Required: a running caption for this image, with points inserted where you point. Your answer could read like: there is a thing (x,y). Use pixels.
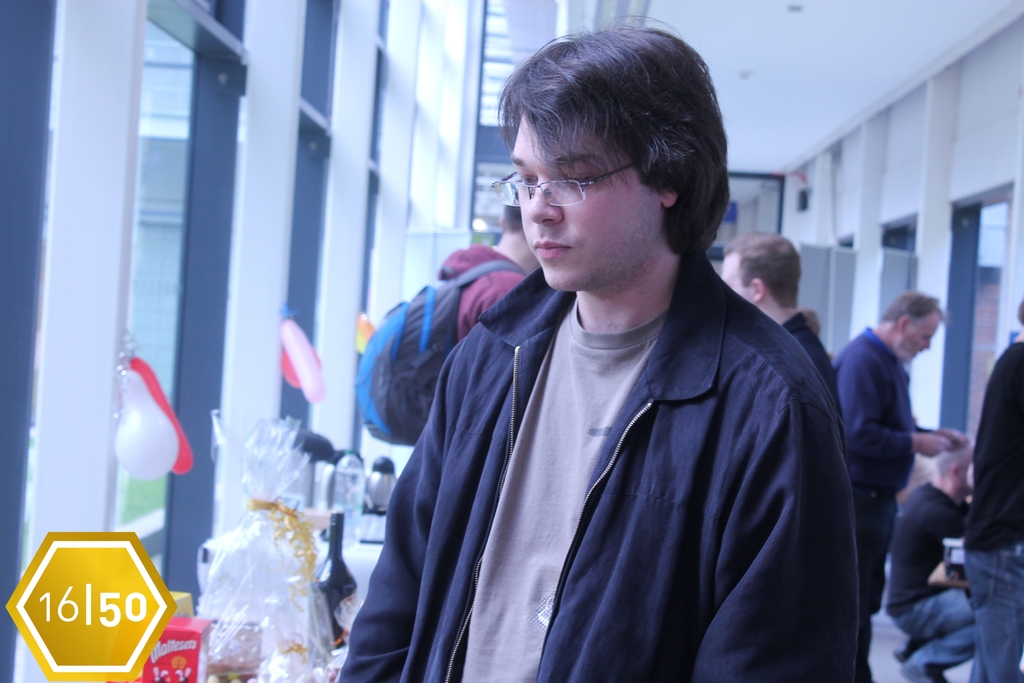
In this image it looks like pillars (57,205), there are balloons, bottles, glasses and objects (330,444) on the left corner (325,614). There are people (895,368), doors (964,199) and a wall (975,187) on the right corner (876,263). There is a person (700,83) wearing a black jacket (816,416) in the foreground (816,422). There are people (775,258) in the background (786,245). And there is roof (804,102) at the top (884,93).
